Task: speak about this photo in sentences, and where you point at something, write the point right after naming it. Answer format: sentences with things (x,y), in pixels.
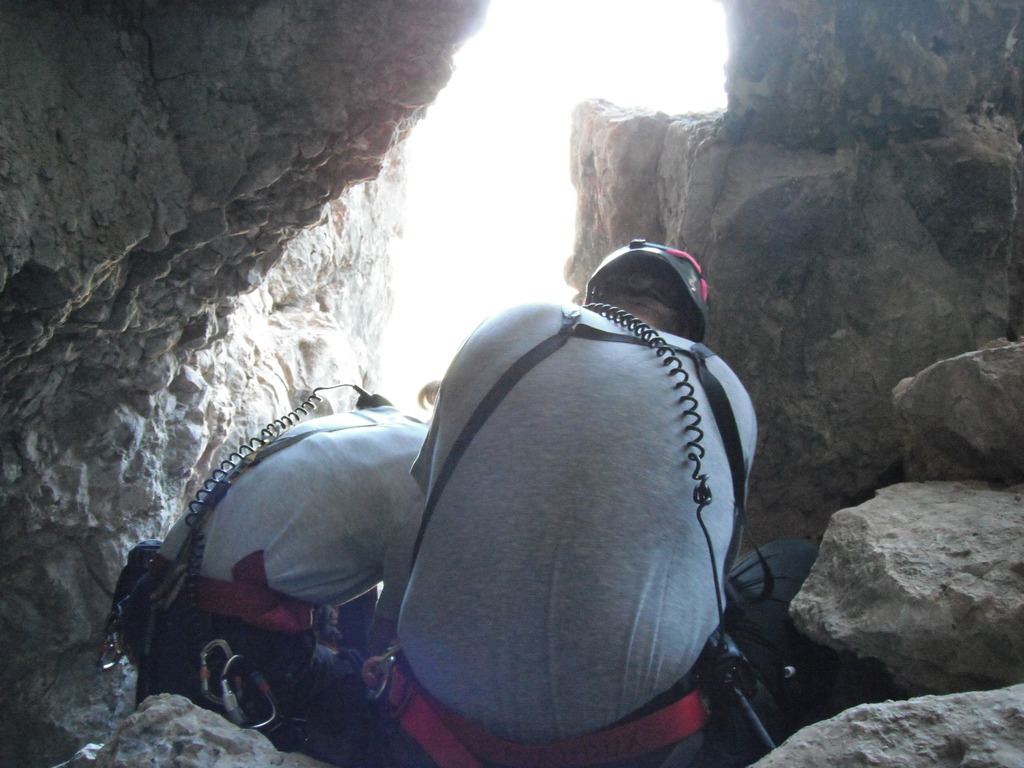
In this picture there are two persons (374,455) wearing helmet (644,251) and some other objects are bending and there are few rocks (392,315) around them.
